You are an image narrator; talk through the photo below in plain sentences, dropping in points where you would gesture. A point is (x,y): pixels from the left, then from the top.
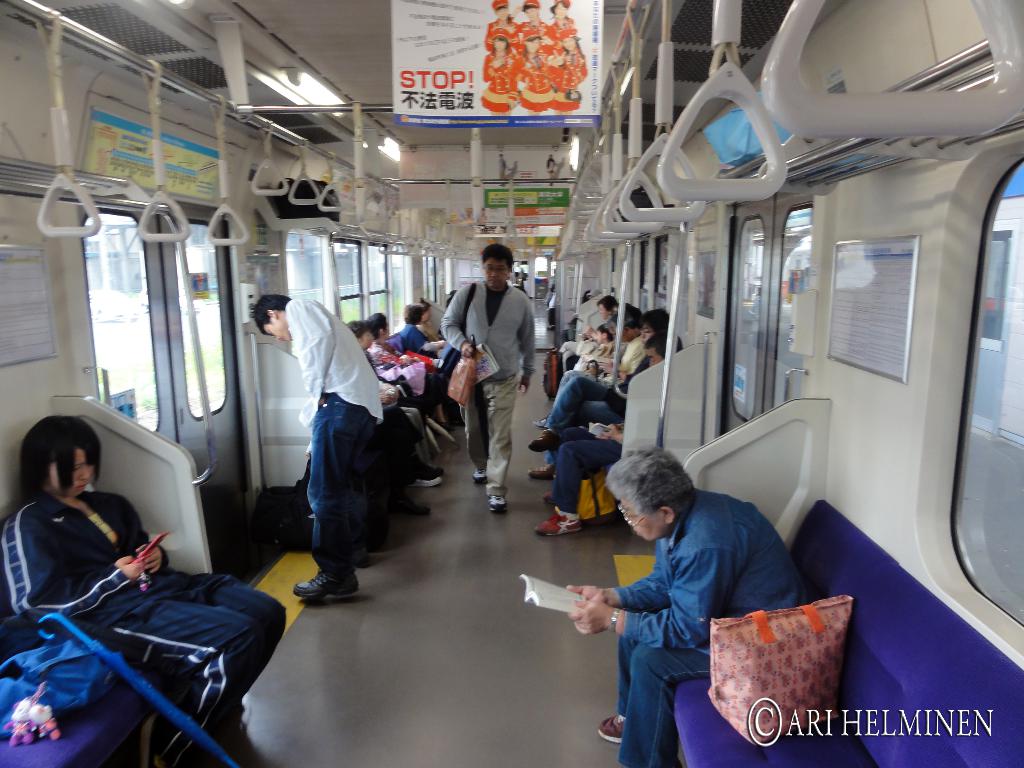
In this image I can see the interior of the train (557,576) in which I can see few persons (453,335) are standing and few persons (681,653) are sitting. I can see few boards (488,87), few lights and few windows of the train (260,39).
